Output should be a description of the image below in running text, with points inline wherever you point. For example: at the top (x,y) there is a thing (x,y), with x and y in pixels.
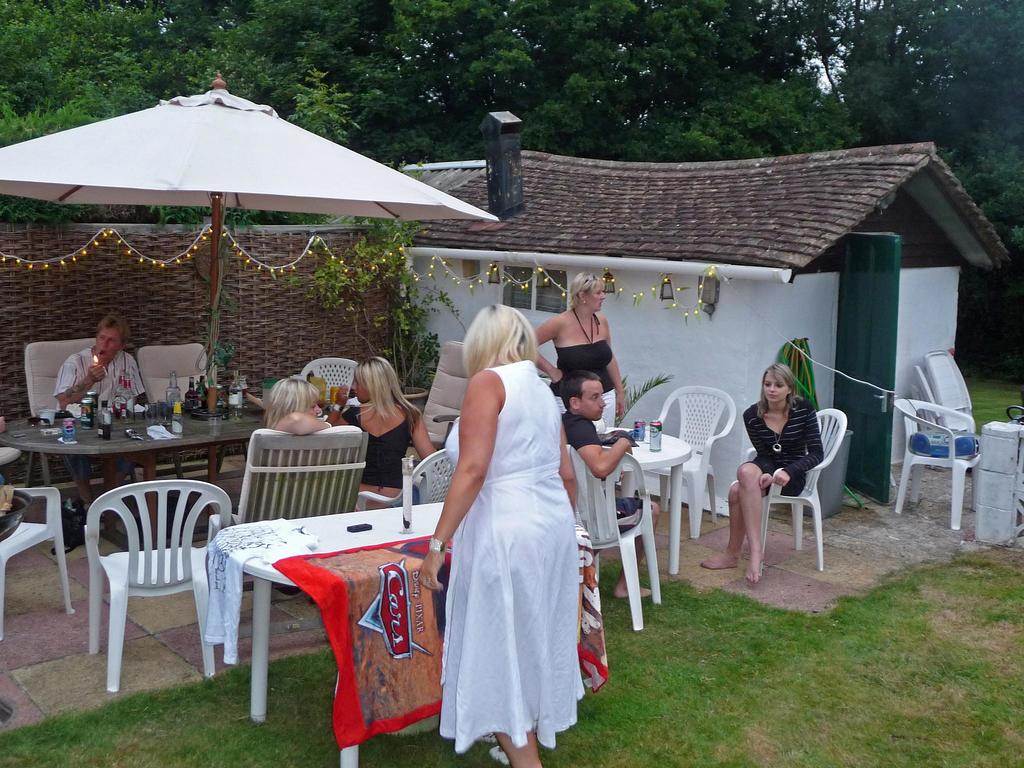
The image is outside of the house (936,273). In the image a white color dress woman (509,490) standing in front of a table (339,535), on table (374,525) we can see a cloth (369,562), mobile (360,528) and a shirt (269,536). In background (791,427) there are group of people (783,451) sitting on chair (628,542). On right side (708,355) there is a house (765,317) and a door (860,319) which is opened in background (453,41) there are some trees (716,40) and sky (826,77) is on top (810,76) at bottom (782,709) there is a grass (774,709).
